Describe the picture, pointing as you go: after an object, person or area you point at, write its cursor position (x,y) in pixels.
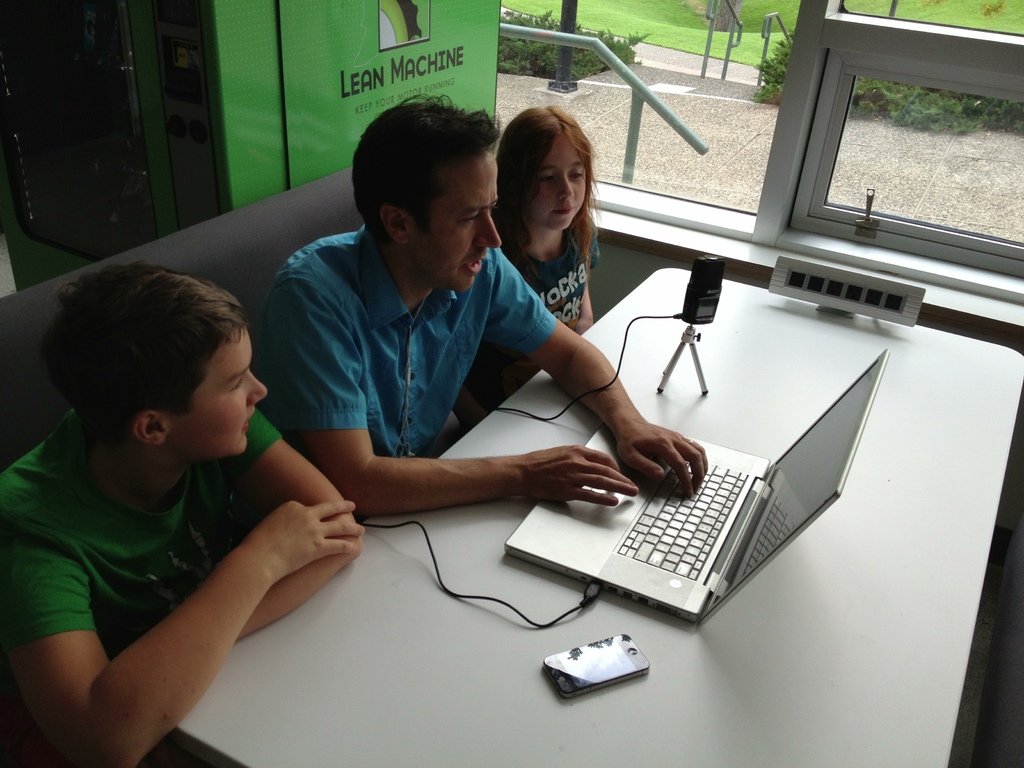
It is a closed room (496,618) where three people (232,494) are sitting on the sofa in front of the table (733,647) and on the table (638,611) there is one laptop (707,560) and mobile (596,659) is placed on it and beside the people (543,157) there is one window (605,217) and outside that window (808,48) there are plants (627,54) and grass (674,47) and behind them there is one fridge (111,29) present.
